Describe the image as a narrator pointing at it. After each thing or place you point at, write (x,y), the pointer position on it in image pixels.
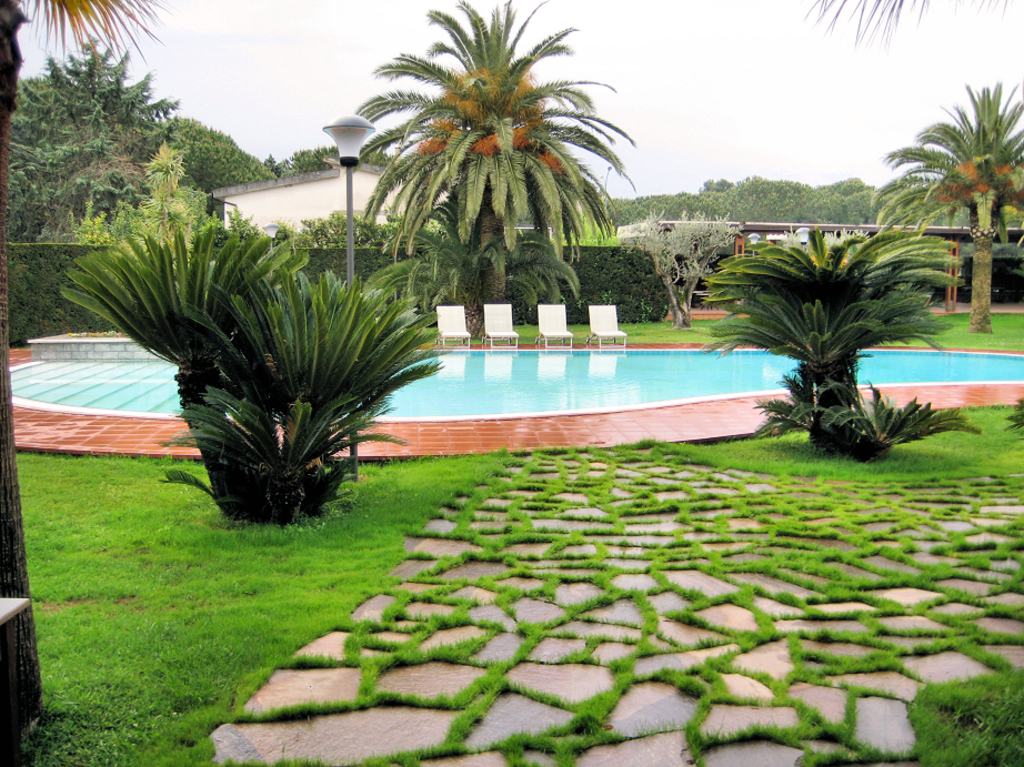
In this image at the bottom (406,596) there is a grass (612,519) and walkway (697,519), and also we could see some plants (838,393) and there is a swimming pool (525,396), chairs (444,327), plants (737,261), trees (78,164) and houses (334,183) and there is a pole (348,204) and light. And at the top of the image (622,45) there is sky (361,46).
